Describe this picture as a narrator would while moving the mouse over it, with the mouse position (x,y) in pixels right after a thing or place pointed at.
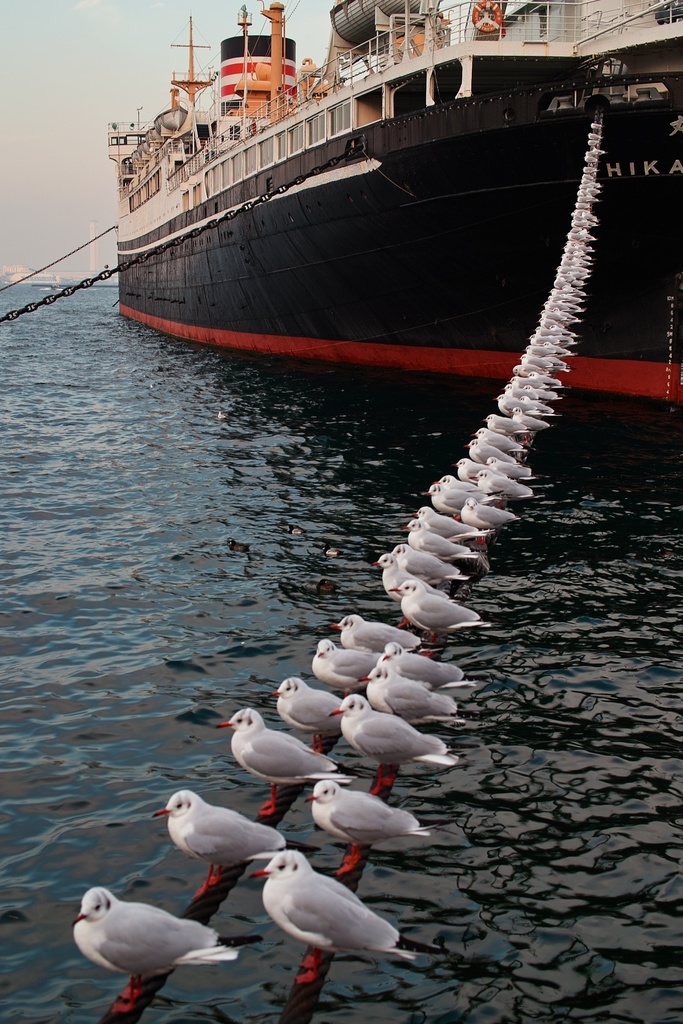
In this image, we can see a ship (524,178) moored on the water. We can see many birds (134,920) on some objects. We can also see the sky (87,233).
